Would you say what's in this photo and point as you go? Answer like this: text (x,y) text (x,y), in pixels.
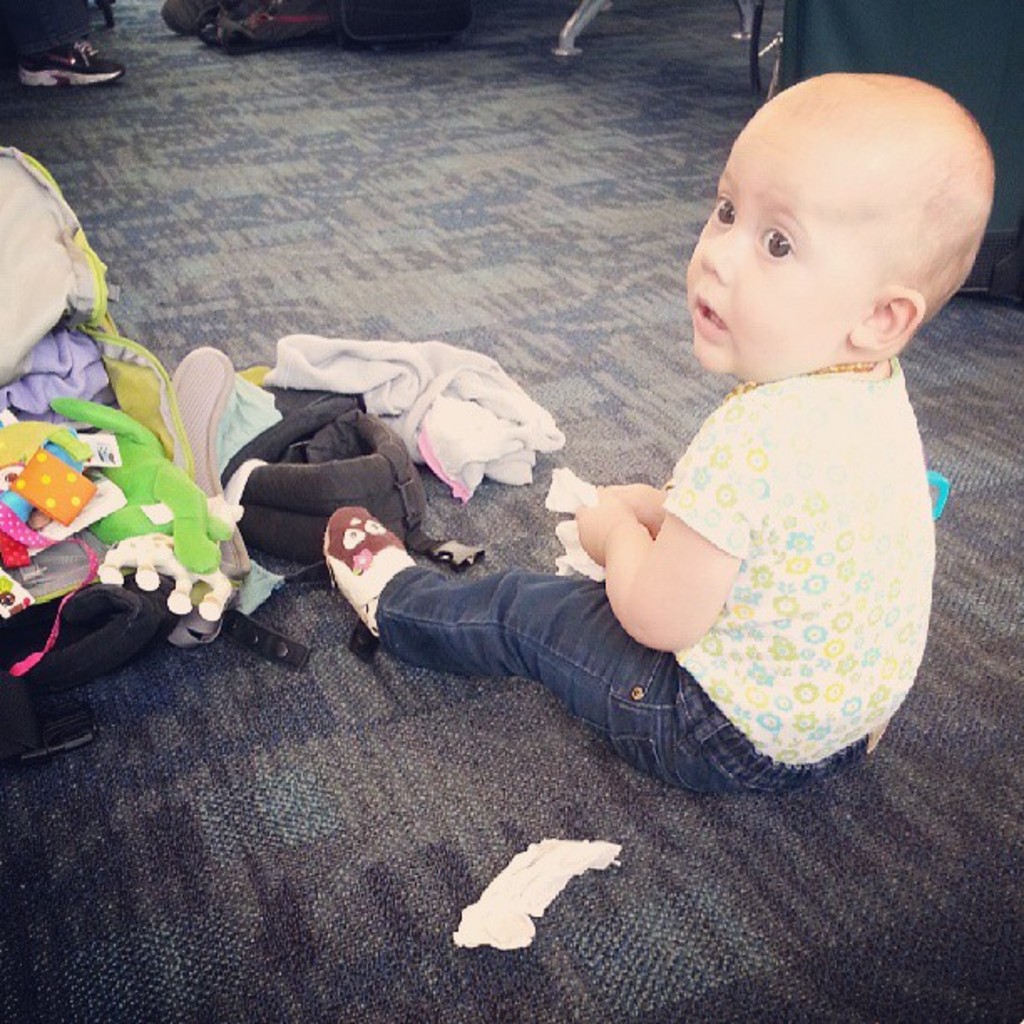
This image consists of a kid (658,708) sitting on a floor (582,781). At the bottom (697,917), there is floor mat (334,836). In the front (120,435), we can see many clothes (282,382) kept on the floor (261,360) along with a black bag (380,445). At the top left (18,7), we can see a person's leg (18,7).
